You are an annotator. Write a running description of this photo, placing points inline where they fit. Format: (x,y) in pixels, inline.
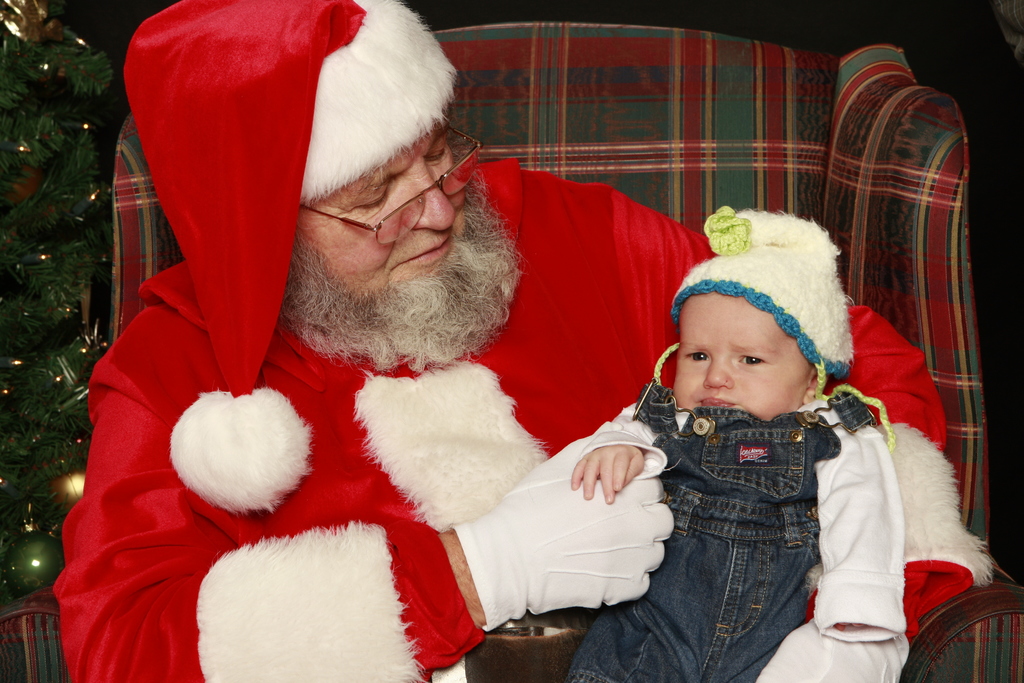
In this image there is a person (397,388) in santa's costume (380,431) sitting on the couch (168,255) and there is a child (704,483) on his lap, beside the person (277,465) there is a christmas tree (39,385). The background (1013,123) is dark.
